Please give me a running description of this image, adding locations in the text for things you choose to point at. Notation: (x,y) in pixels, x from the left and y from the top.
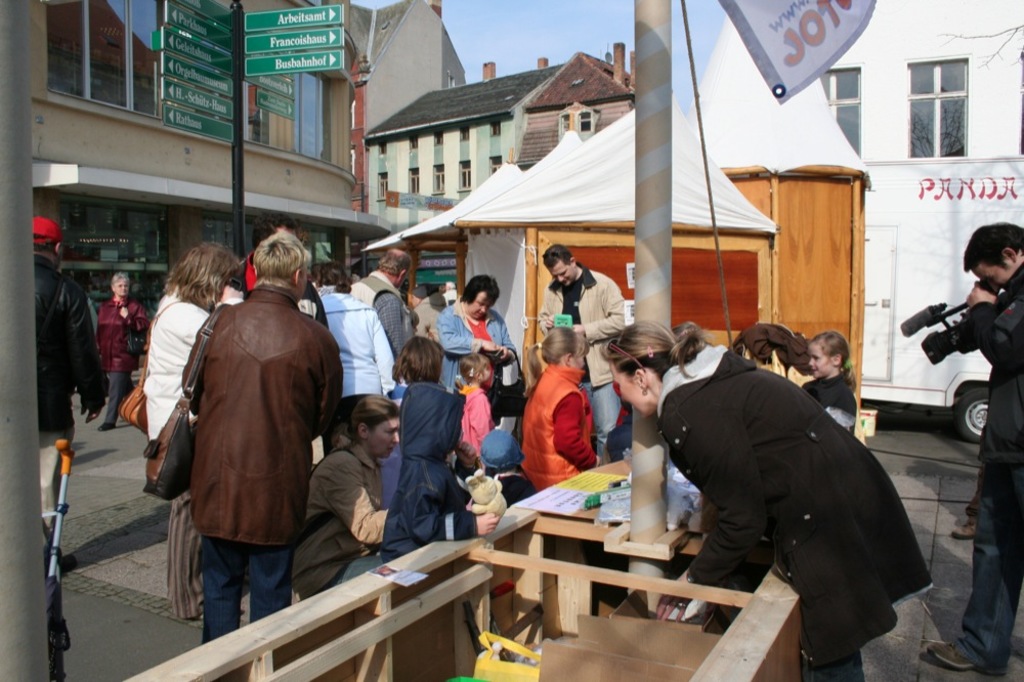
In this image I can see number of people (534,402) are standing. I can see everyone are wearing jackets (992,437) and here I can see one of them is holding a camera (978,347). In the background (935,151) I can see few poles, few buildings (466,168), windows (295,112), few boards (253,77) and on these boards (312,63) I can see something is written.
